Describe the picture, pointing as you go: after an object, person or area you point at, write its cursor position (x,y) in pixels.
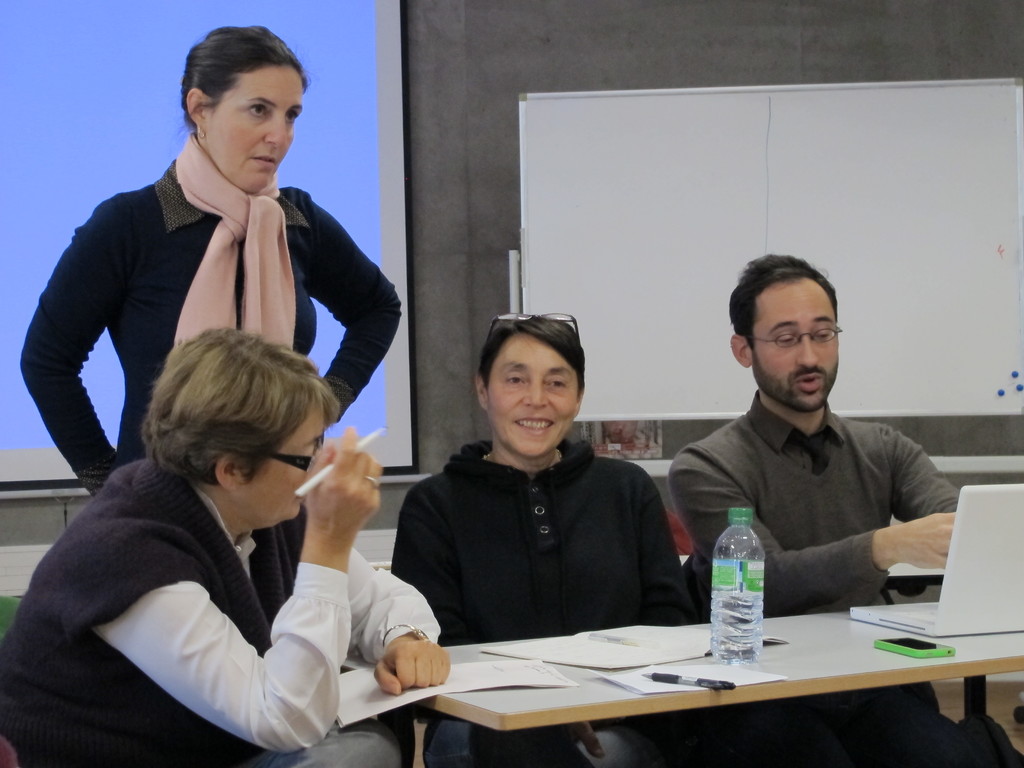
This image consists of four persons (559,383). In the front (953,605), there is a table (1023,649) on which there are papers (633,653), laptop (1002,624), bottle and a mobile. In the background (714,131), we can see a projector screen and a white board (598,225). On the left (147,245), the woman (147,245) standing is wearing a scarf (220,261).
